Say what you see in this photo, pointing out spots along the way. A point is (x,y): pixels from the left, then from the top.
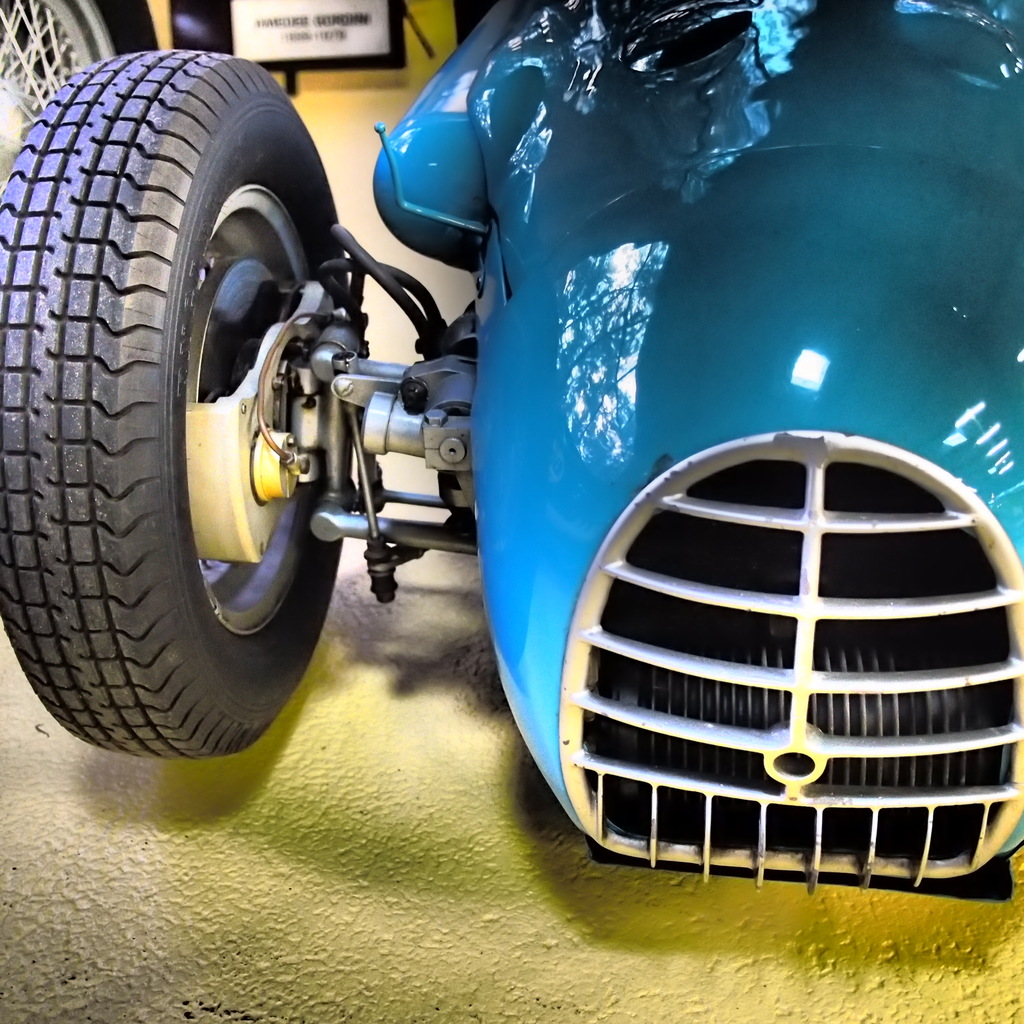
In this image we can see a vehicle (470,398). At the bottom of the image (238,841) there is floor (279,877). In the background of the image (318,45) there is a board (279,67) with some text (317,39).
